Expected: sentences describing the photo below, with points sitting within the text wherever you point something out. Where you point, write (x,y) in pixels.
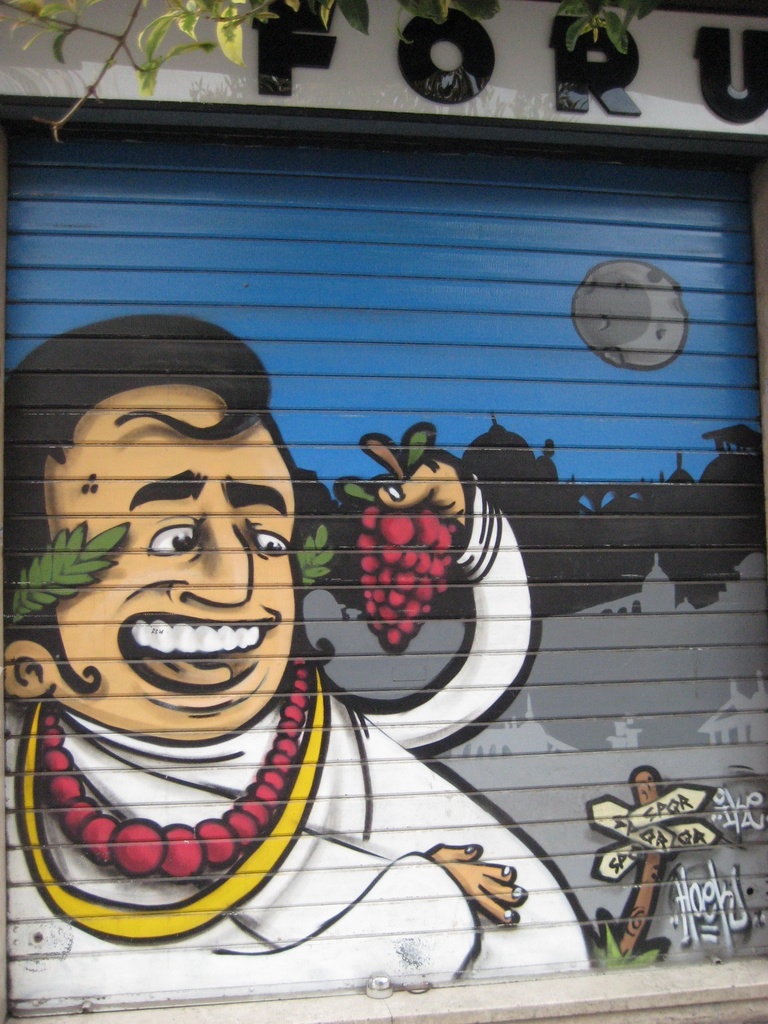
In this image there is a shutter (517,664) in the middle (315,424) on which there is a painting (268,628) of the man (226,537) who is the having the pearls (136,822) to his neck (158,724) and holding the grapes (425,581) with his hand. At the top (219,22) there are green leaves (226,20) and hoarding (522,88).
